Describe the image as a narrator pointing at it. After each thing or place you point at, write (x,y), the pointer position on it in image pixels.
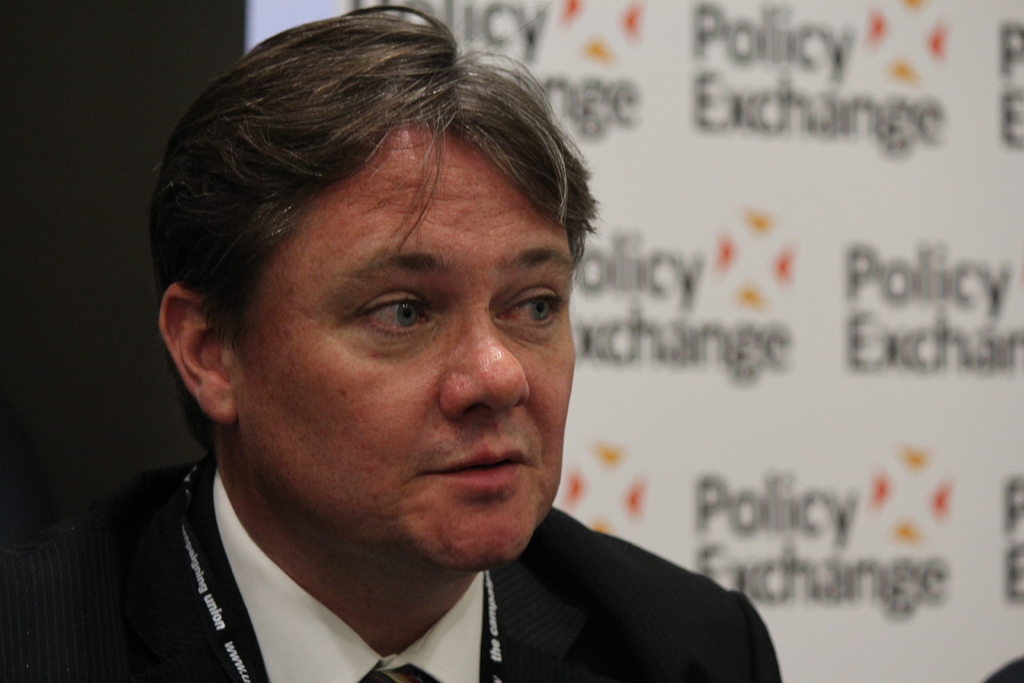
In the center of the image (359,264) we can see a person (470,371). In the background (666,41) we can see an advertisement (688,125).
